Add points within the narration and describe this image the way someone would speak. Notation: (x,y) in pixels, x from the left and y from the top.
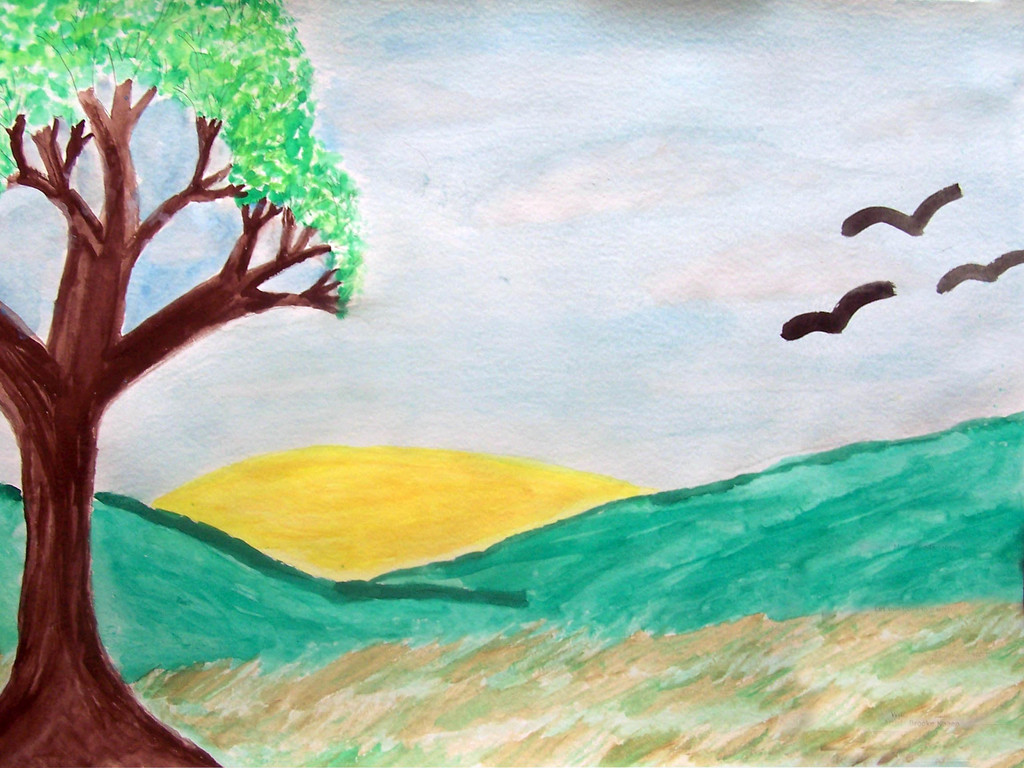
In this image I can see an art of few birds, trees (127,235). In the background (667,143) the sky (667,143) is in white and blue color.
